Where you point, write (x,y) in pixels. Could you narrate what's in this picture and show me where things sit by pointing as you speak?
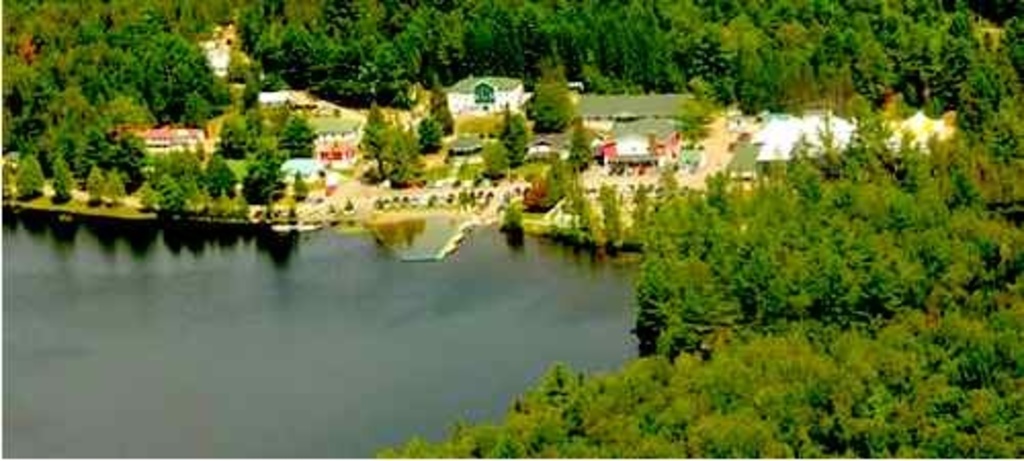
This is an aerial view. In this picture we can see the buildings (537,137), trees (973,92), roofs (658,131), ground (287,214), road (713,137) and water (27,265).
